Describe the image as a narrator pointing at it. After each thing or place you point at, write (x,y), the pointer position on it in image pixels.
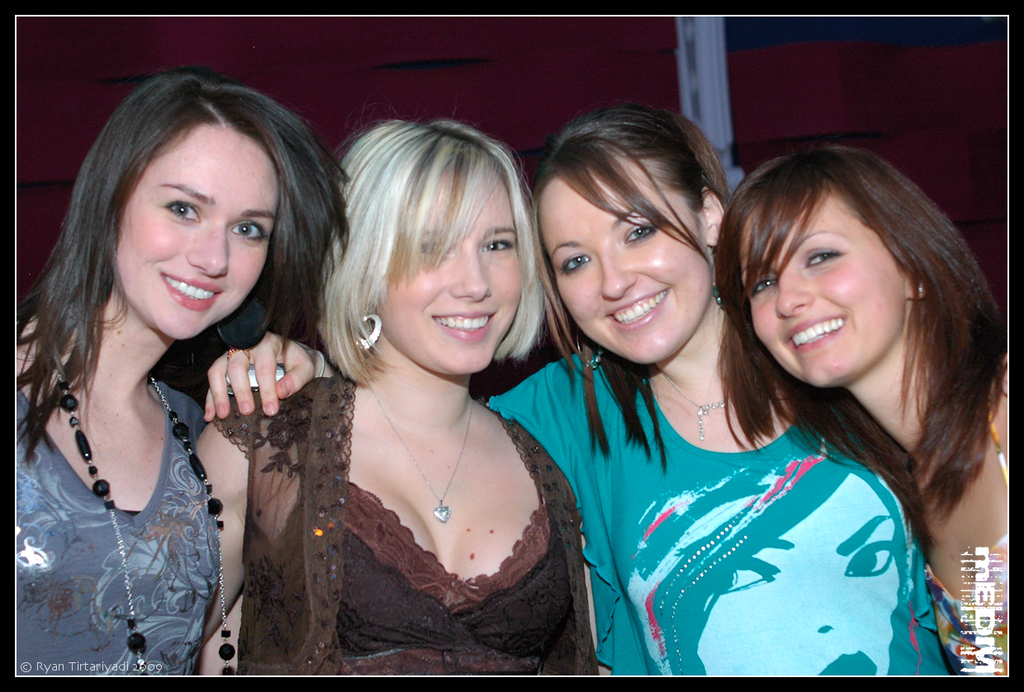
In this image I can see four women (561,327) standing and wearing different color dress (799,476). Back I can see maroon color cloth (568,79).
